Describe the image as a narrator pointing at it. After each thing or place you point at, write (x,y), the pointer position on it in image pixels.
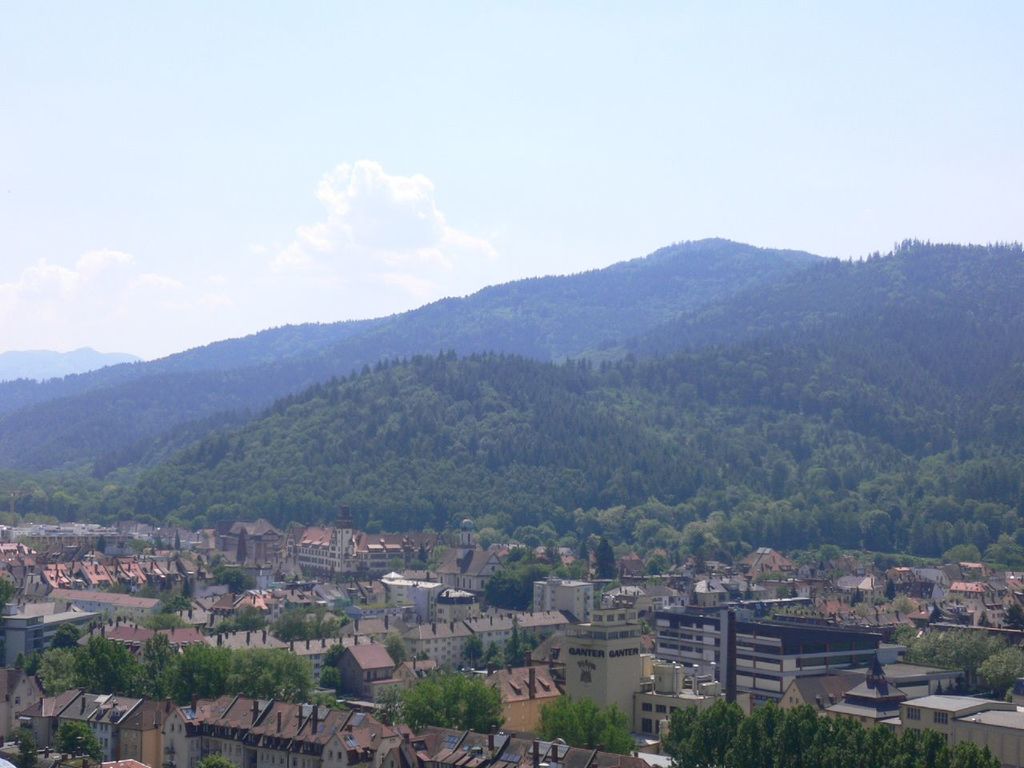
In this image, there are a few buildings (268,631), trees (937,636). We can also see some hills (394,332) and the sky (296,286) with clouds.
